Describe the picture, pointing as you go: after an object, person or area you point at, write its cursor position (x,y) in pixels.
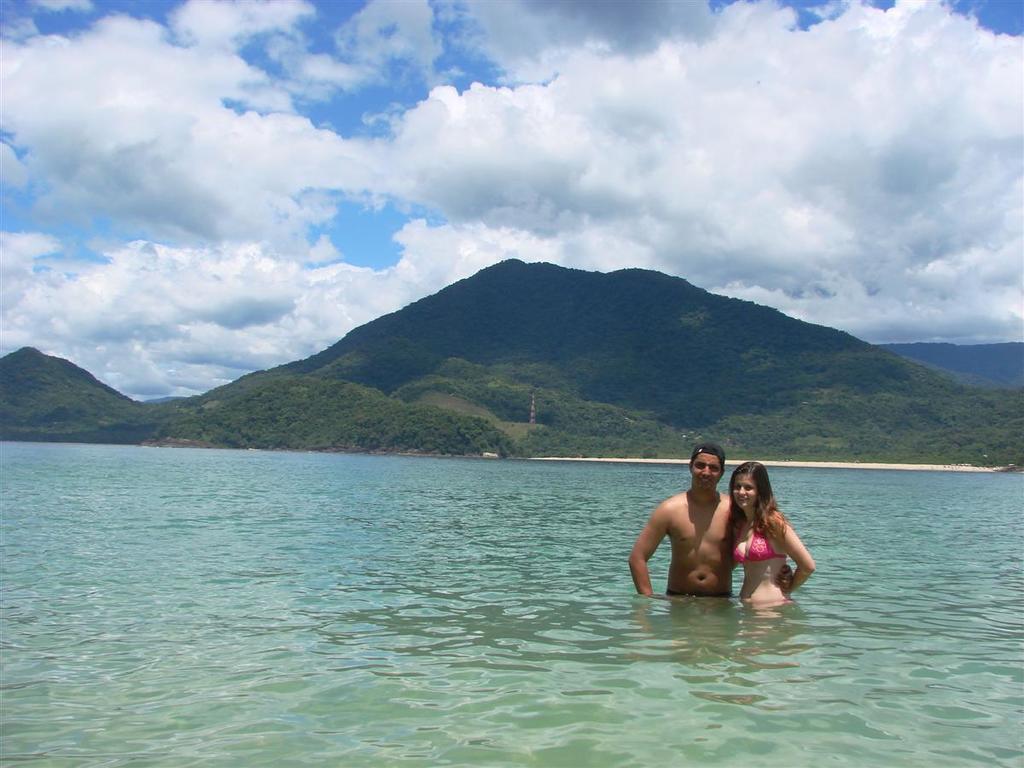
This image consists of two persons (691,557). They are standing in the water (521,582). At the bottom (432,650), there is water (448,658). In the background (646,333), we can see a mountain (528,354) covered with small plants (429,334). At the top (510,114), there are clouds (445,135) in the sky (334,150).
